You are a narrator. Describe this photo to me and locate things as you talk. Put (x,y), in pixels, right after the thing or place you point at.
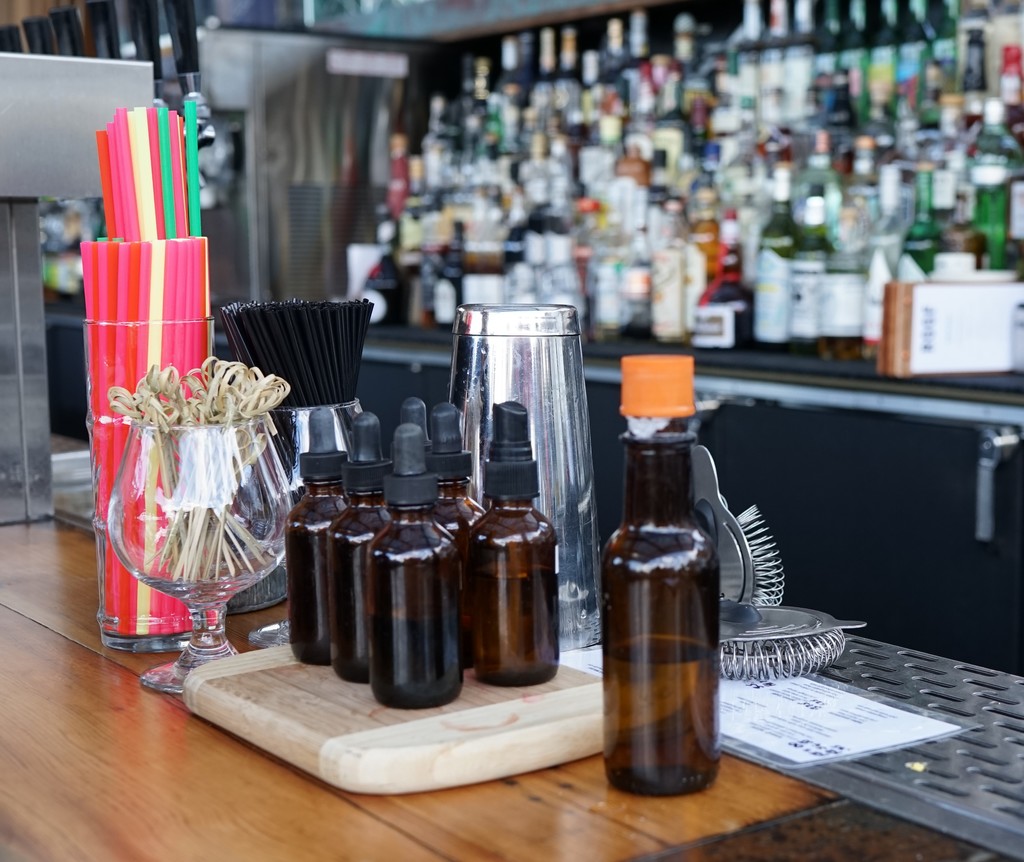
There are few glass bottles (608,568) and some other objects (575,493) placed on the table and there are few wine bottles (709,172) placed in the background (723,115).
